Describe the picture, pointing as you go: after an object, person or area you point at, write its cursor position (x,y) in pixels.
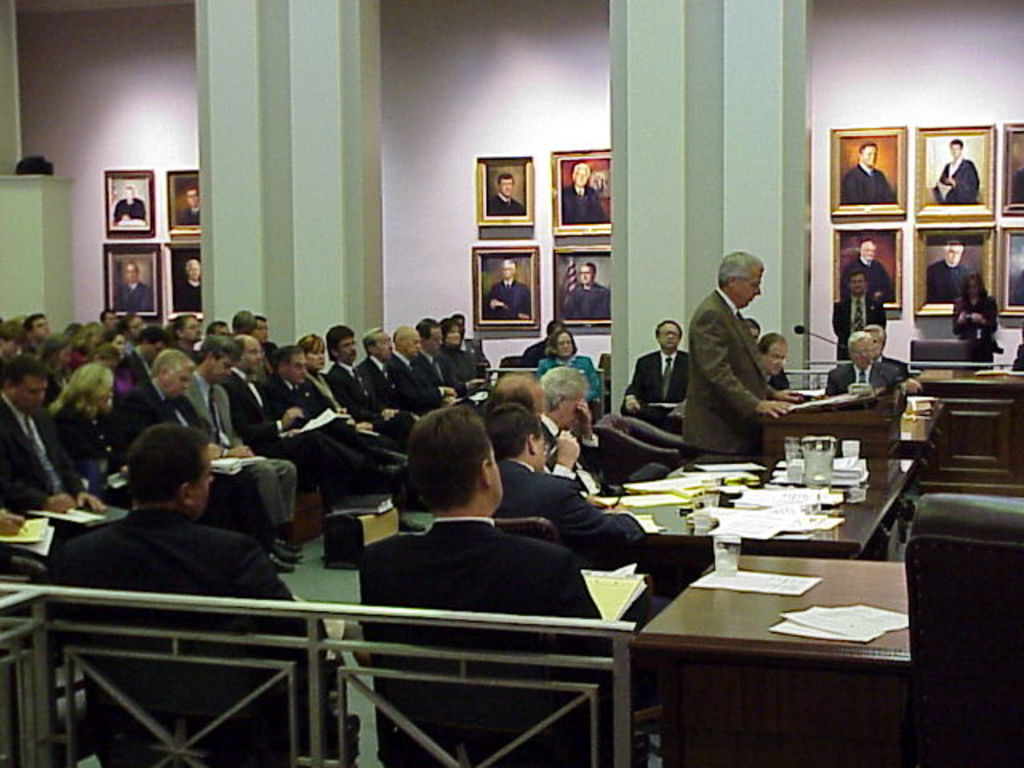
In this image there are group of people (511,544) sitting and listening and one person (726,344) is standing and talking. At the back side (505,292) there are photo frames (499,303) on the wall (908,170). There are glasses (738,560), papers (759,494) on the table (874,481).
